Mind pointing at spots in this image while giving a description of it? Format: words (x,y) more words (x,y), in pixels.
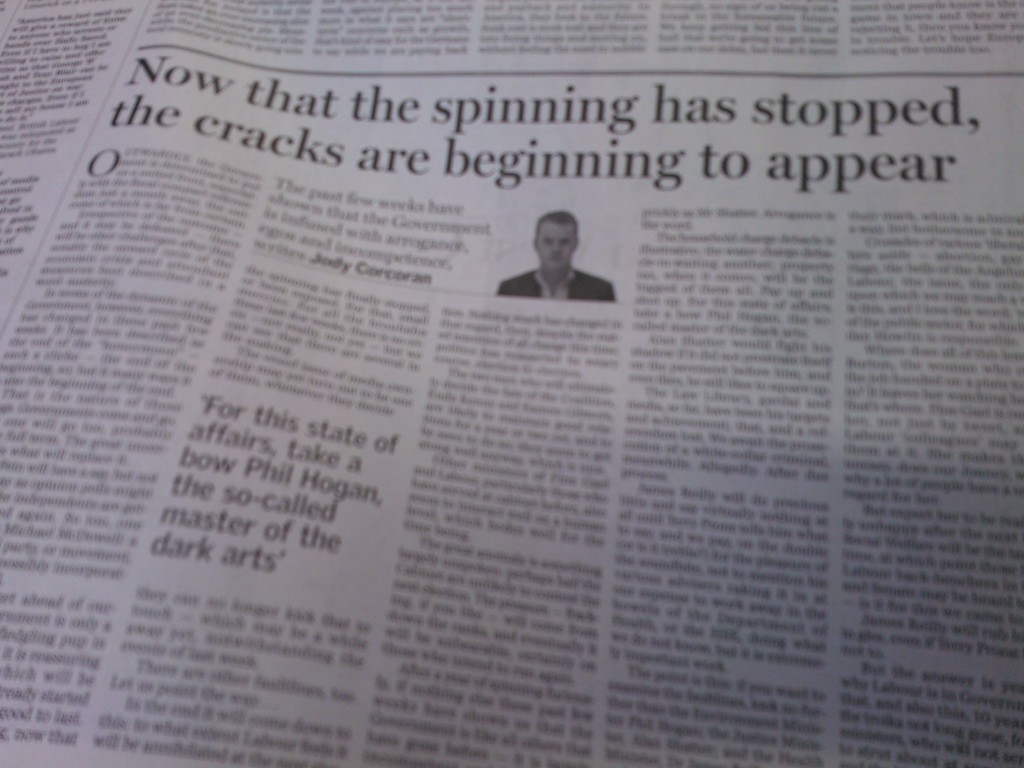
This image is taken from the newspaper (680,249). In this image there is an article (500,213). In the article (569,275) there is a man (530,277) and some text (383,451).
